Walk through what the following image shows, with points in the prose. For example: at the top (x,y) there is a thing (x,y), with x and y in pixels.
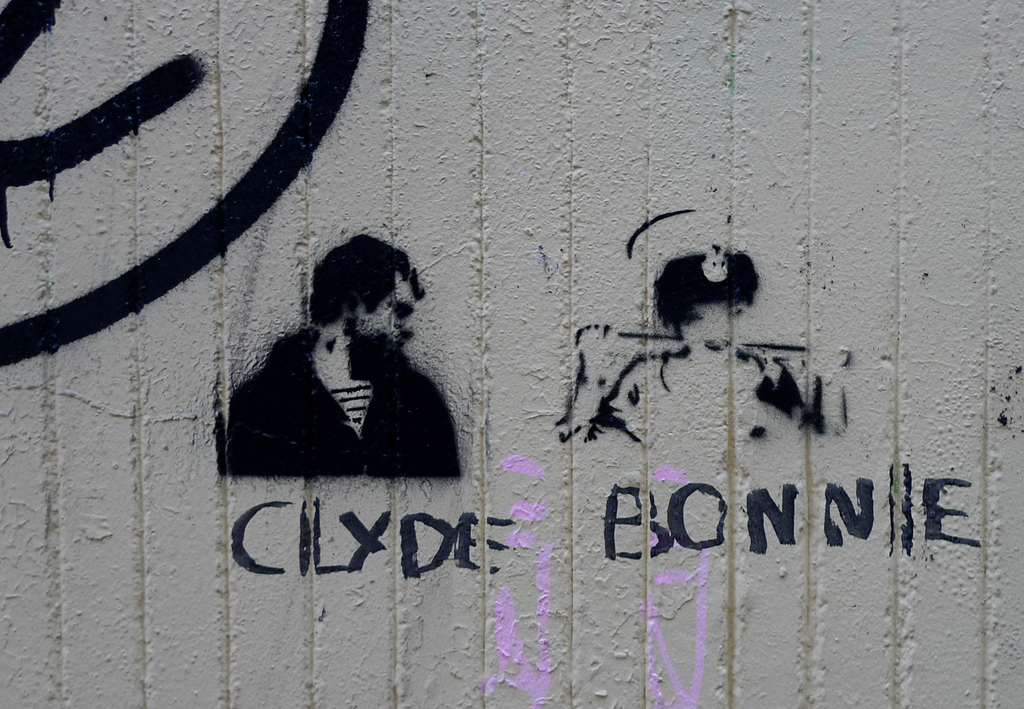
In this image I can see the cream colored wall (537,116) and on it I can see the painting (417,276) of a person (372,260) wearing black colored dress (309,433) and few words (258,569) written in black color.
